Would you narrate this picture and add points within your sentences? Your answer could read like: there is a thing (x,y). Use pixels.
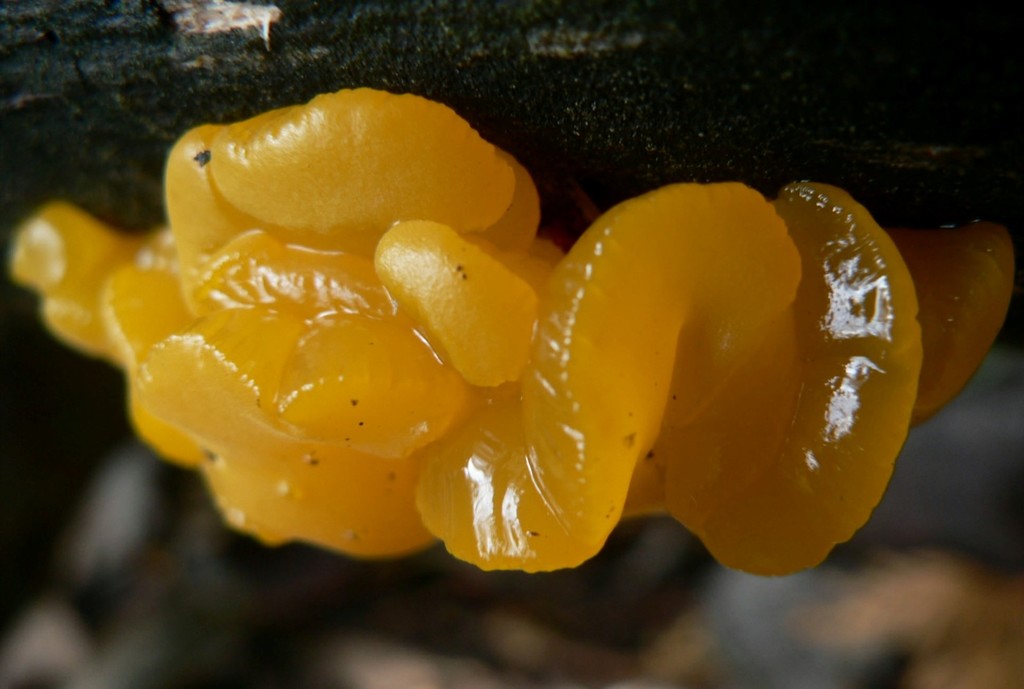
In this picture I can observe wood ear (400,314) which is in yellow color. The background (860,649) is completely blurred.
